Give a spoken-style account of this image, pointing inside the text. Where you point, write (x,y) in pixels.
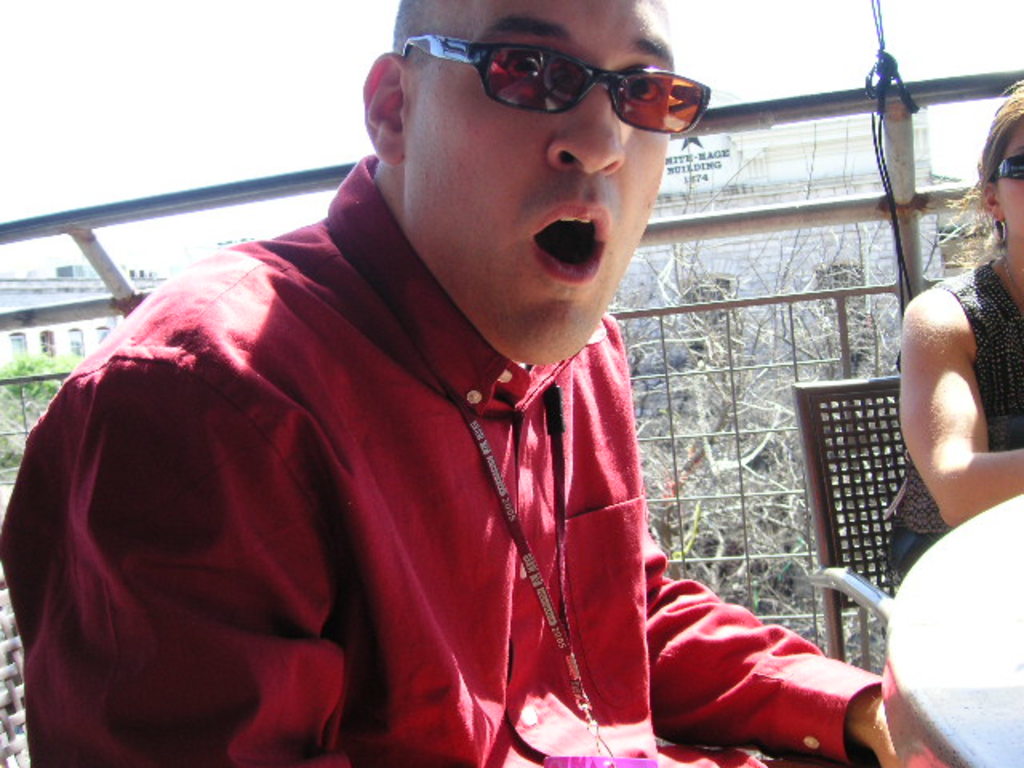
In this image there is a man (25,677) sitting in the chair (0,694) by opening his mouth (553,251). He has a black specs (548,86). On the right side (906,372) there is a lady (916,518) sitting in the chair (874,506) in front of the table (995,595). In the background (780,220) there is an iron railing (745,223). At the top (168,101) there is sky (192,89). In the background (741,251) there are buildings (751,243) and trees (699,332).
